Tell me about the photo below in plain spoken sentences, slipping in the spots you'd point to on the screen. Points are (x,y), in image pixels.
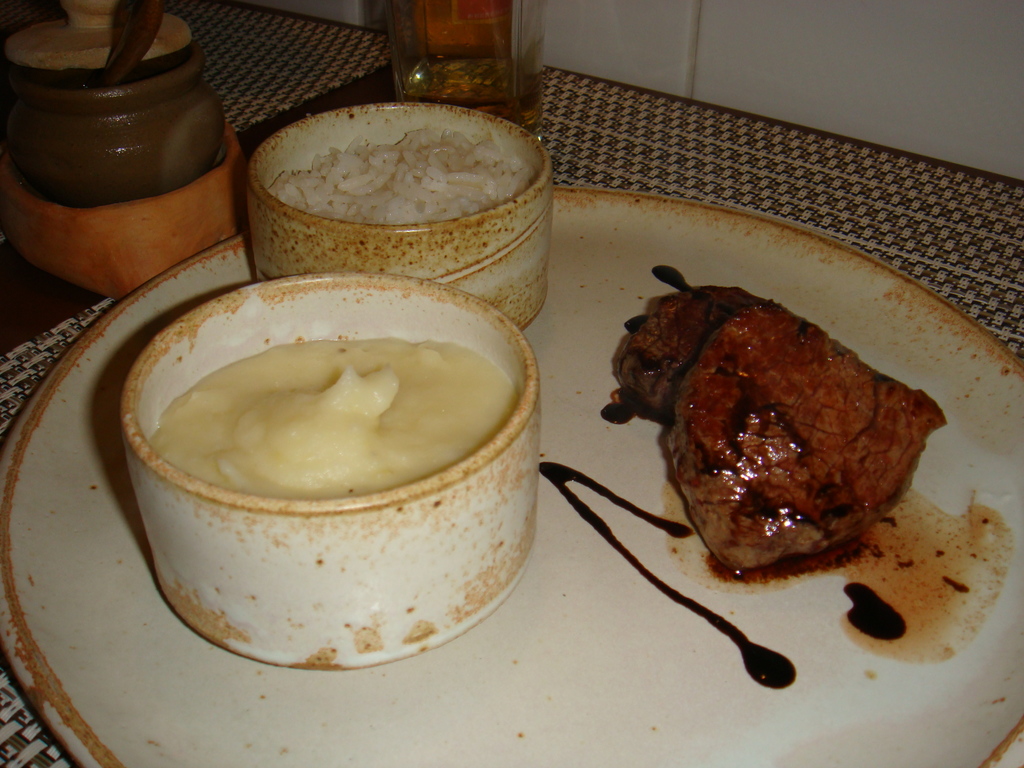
In the picture we can see a table (56,286) on it, we can see a plate (862,318) with two bowls (472,323), one bowl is with mashed potatoes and one bowl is with rice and on the plate (533,712) we can see some meat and beside the plate (273,688) we can see a jar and some glass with some liquid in it.
